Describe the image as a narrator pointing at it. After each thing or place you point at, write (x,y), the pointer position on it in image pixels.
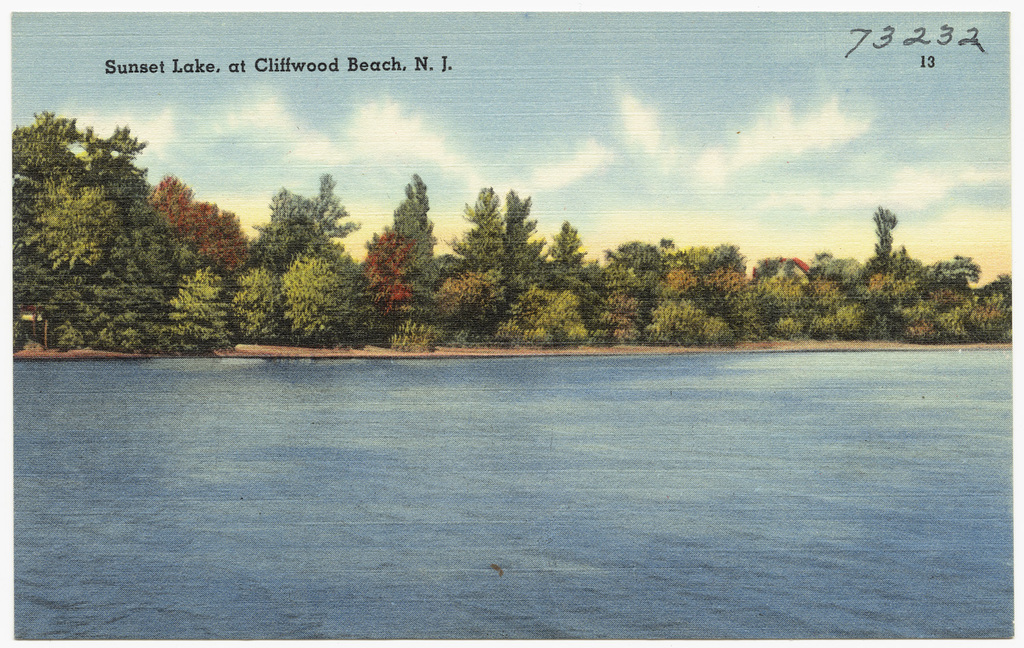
In the image there is a river (353,415) in the front (703,489) with trees (92,244) in the background (304,280) on the land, this seems to be a painting and above the sky (498,82) is filled with clouds (710,154).
